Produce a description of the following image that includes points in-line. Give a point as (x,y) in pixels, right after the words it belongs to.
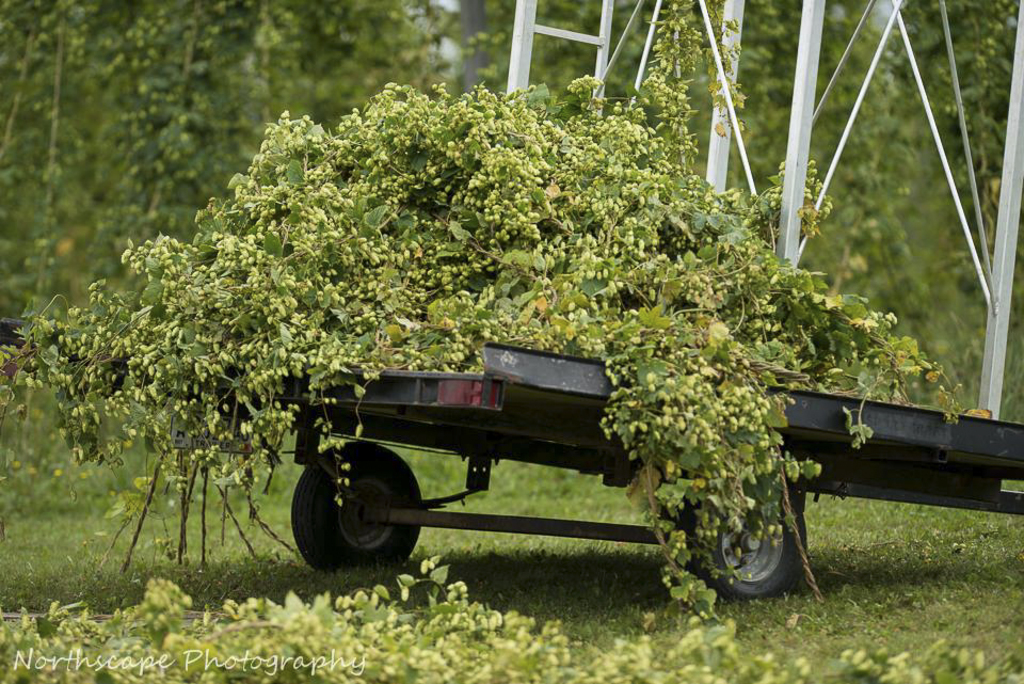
In this picture I can observe plants (334,268) in the middle of the picture (606,289). On the bottom left side (171,661) I can observe a watermark (101,665). In the background (226,68) there are trees (226,68).
